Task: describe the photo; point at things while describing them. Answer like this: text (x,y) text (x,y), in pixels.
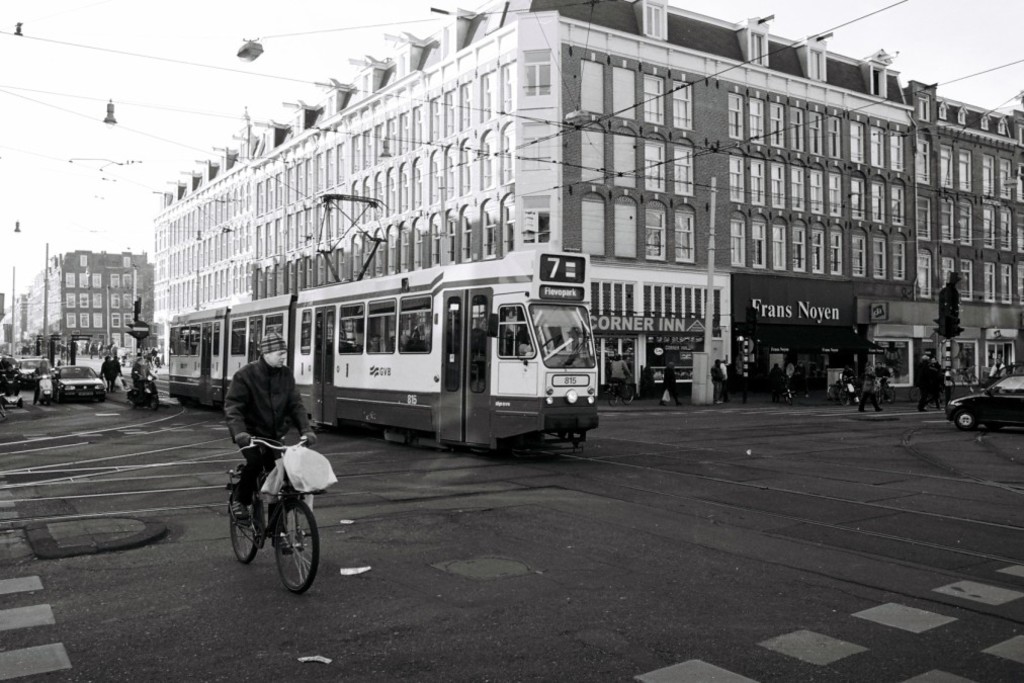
This picture is in black and white. In the center (354,360) there is a train (398,335) moving towards the right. Beside it there is a bicycle (285,490) and a person (315,440) riding on it. Behind it, there are vehicles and people (151,355). On the top (504,161), there is a building (707,110) with stalls (856,340), windows (814,139) and bricks (679,197). Towards the right (956,332), there is a signal light (954,310) and a vehicle (970,402). In the background (200,152) there are buildings (218,192) and sky (78,215).
